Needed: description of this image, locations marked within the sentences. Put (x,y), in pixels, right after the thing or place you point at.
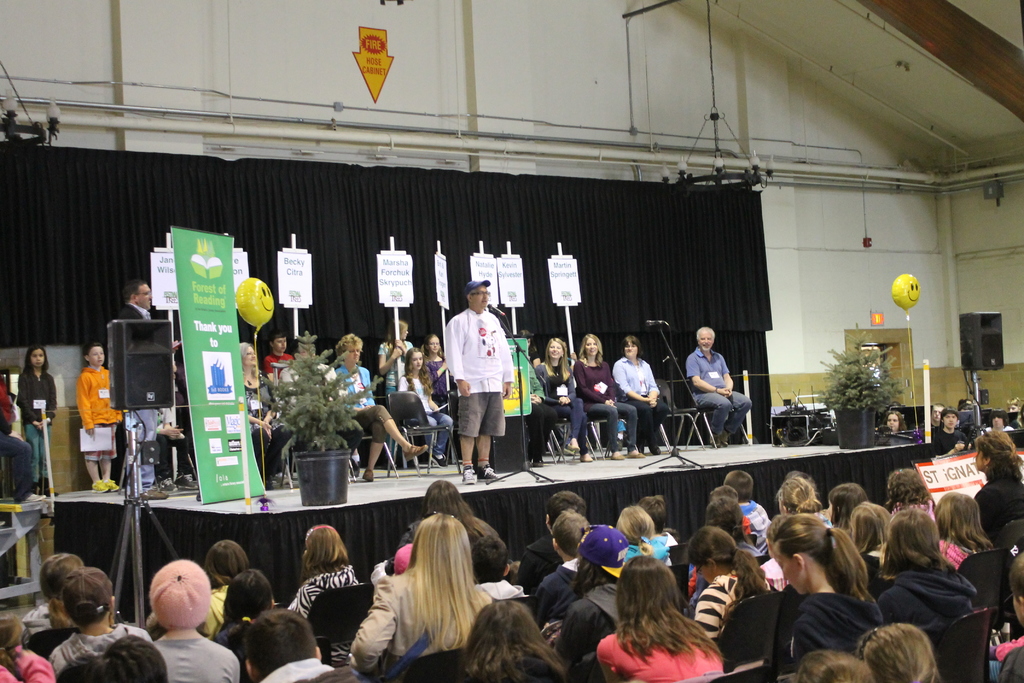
In the center of the image (487,428) we can see a man (467,426) standing. There are mics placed on the stand (519,359). In the background (729,398) there are people (103,426) sitting and some of them are standing and holding boards (246,268). On the left (221,461) there is a speaker (139,343) and a banner (238,482). At the bottom (181,584) there is crowd (741,599). On the right (873,439) we can see a flower pot (867,440). In the background (902,246) there is a curtain (588,230) and a wall (833,237).
